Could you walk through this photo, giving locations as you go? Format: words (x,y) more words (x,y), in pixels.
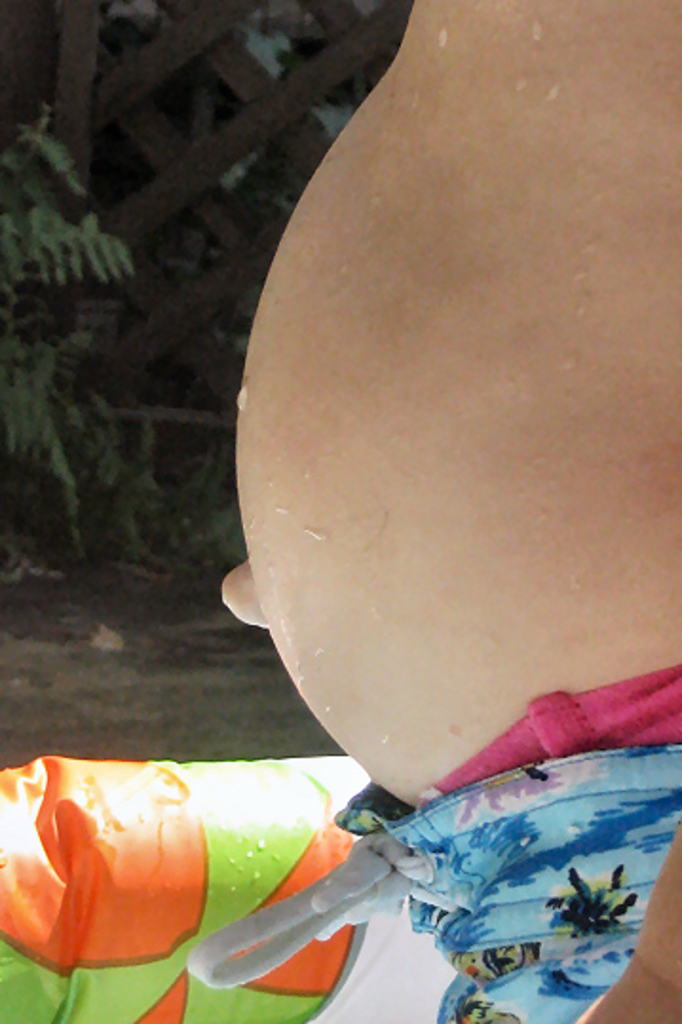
In this image we can see a person's belly (377,381), wooden grill (95,103), plants (94,473) and ground (73,657).
